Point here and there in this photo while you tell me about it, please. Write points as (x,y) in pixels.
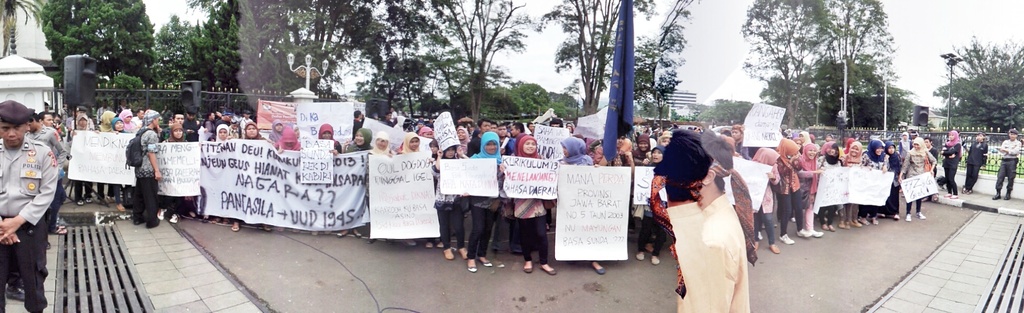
This image consists of many persons (706,167). They are holding the banners (258,165) and placards (193,160). At the bottom (294,256), there is a road (206,243). In the background (60,48), we can see many trees (433,101). At the top (713,28), there is sky (716,16). And at the bottom (85,280), it looks like a drain (112,271) on the ground (106,293).
